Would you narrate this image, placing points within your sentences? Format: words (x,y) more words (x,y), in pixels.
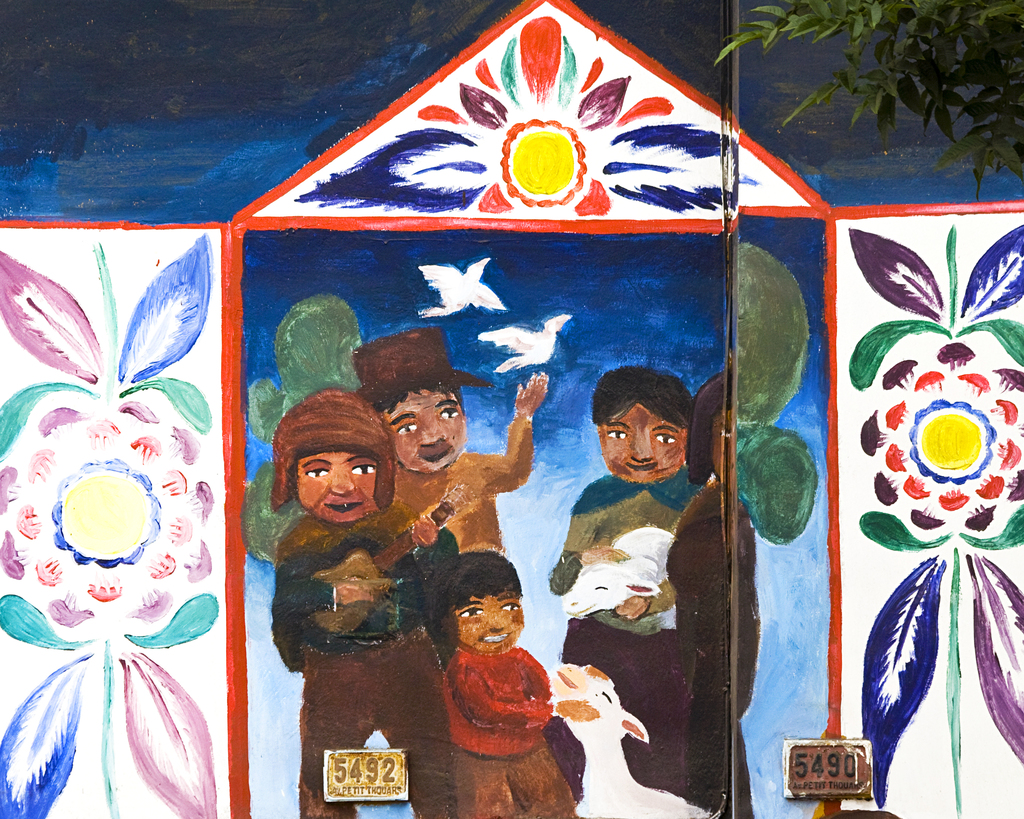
In this image there is a painting (512,343) of a persons (435,727) and birds (536,337). In painting (646,559) there is a person (673,452) holding an animal (654,558) and a person (317,592) is holding guitar (389,590). Two birds (541,356) are flying. Around it there is some design (992,483). Right top there are few leaves (889,80).
